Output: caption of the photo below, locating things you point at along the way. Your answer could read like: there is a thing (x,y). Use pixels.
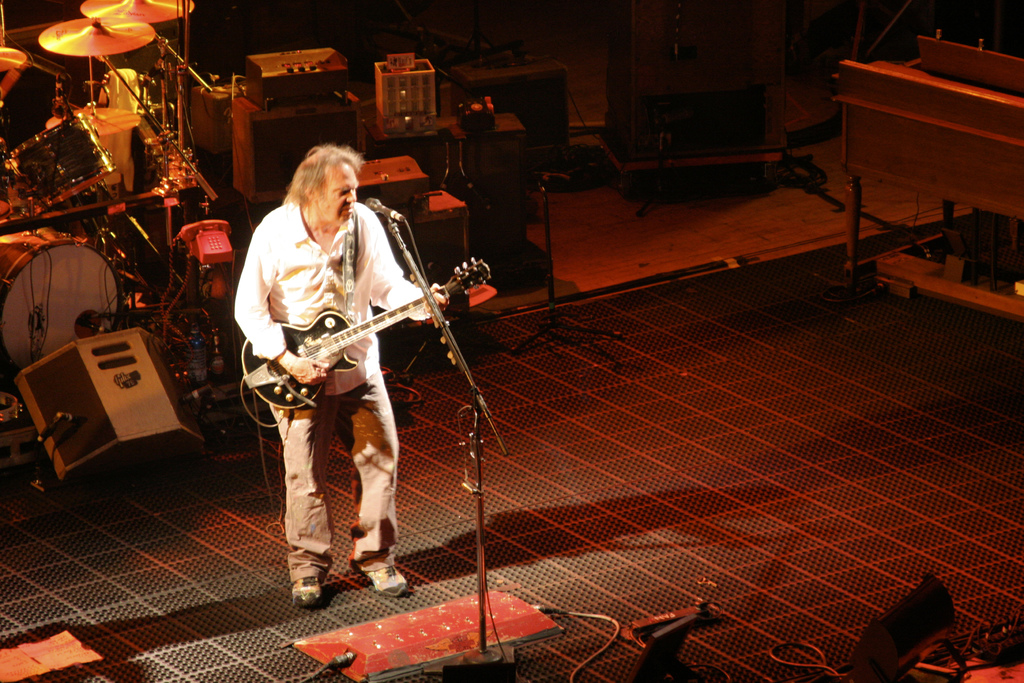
Here we see a man (374,256) performing by playing a guitar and we see a microphone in front of him.
